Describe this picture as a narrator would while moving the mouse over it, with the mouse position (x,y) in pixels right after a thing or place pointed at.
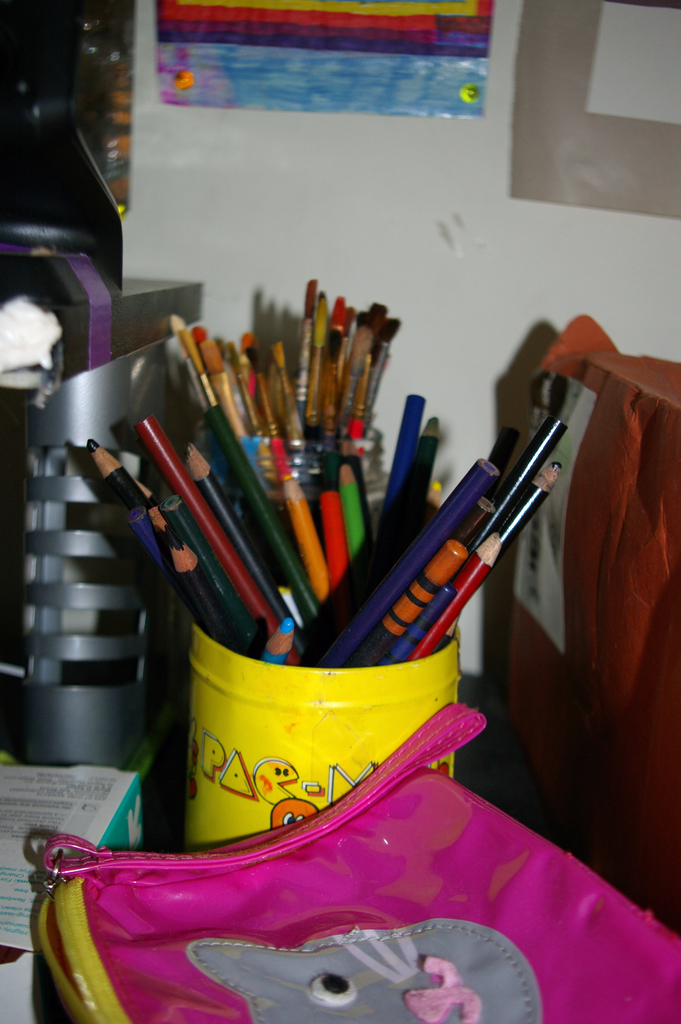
In the foreground of this image (421,931), there is a pink pouch (391,1009). On the left (26,876), there is a book (26,877). Behind it, there are pencils (345,554) and brushes (351,411) in the holders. On the top left (60,311), it seems like a table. In the background (422,195), there is a wall (395,159) and posters (377,90) on it. On the right (616,426), it seems like an orange color cloth (614,647) on the table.
